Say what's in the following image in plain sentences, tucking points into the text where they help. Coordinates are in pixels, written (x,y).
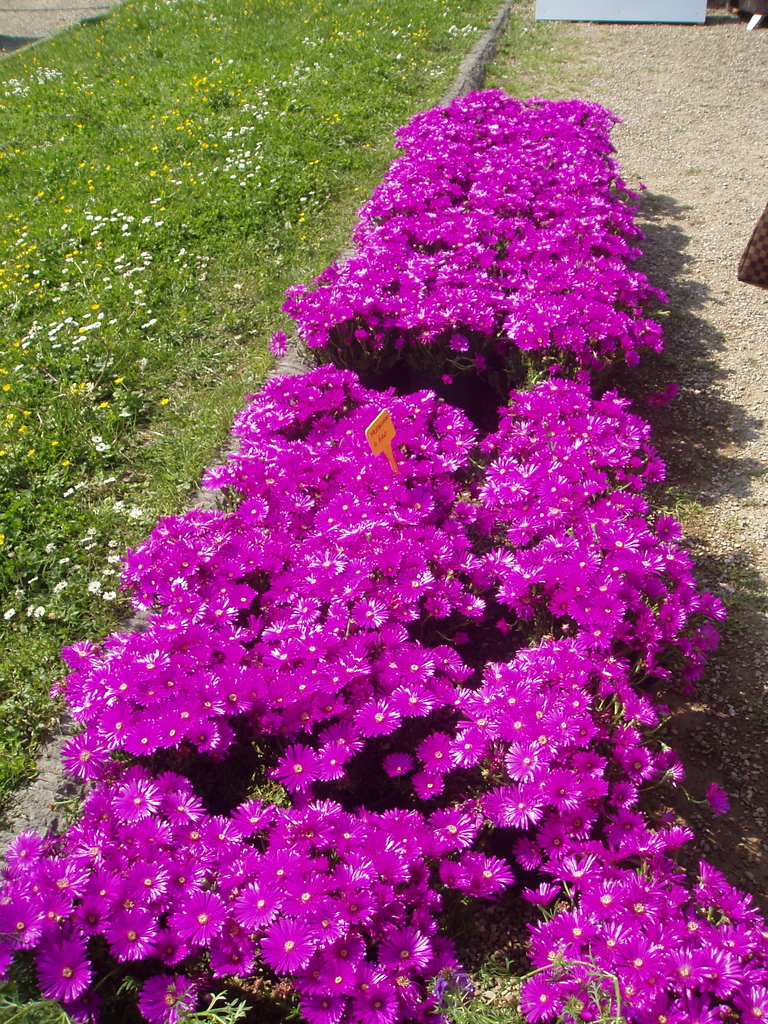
In this image I can see the ground (725,392), few flowers (555,611) which are pink in color, some grass (307,55) and few other flowers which are yellow and white in color. I can see a yellow colored board (391,441) in between the pink colored flowers (374,461).
